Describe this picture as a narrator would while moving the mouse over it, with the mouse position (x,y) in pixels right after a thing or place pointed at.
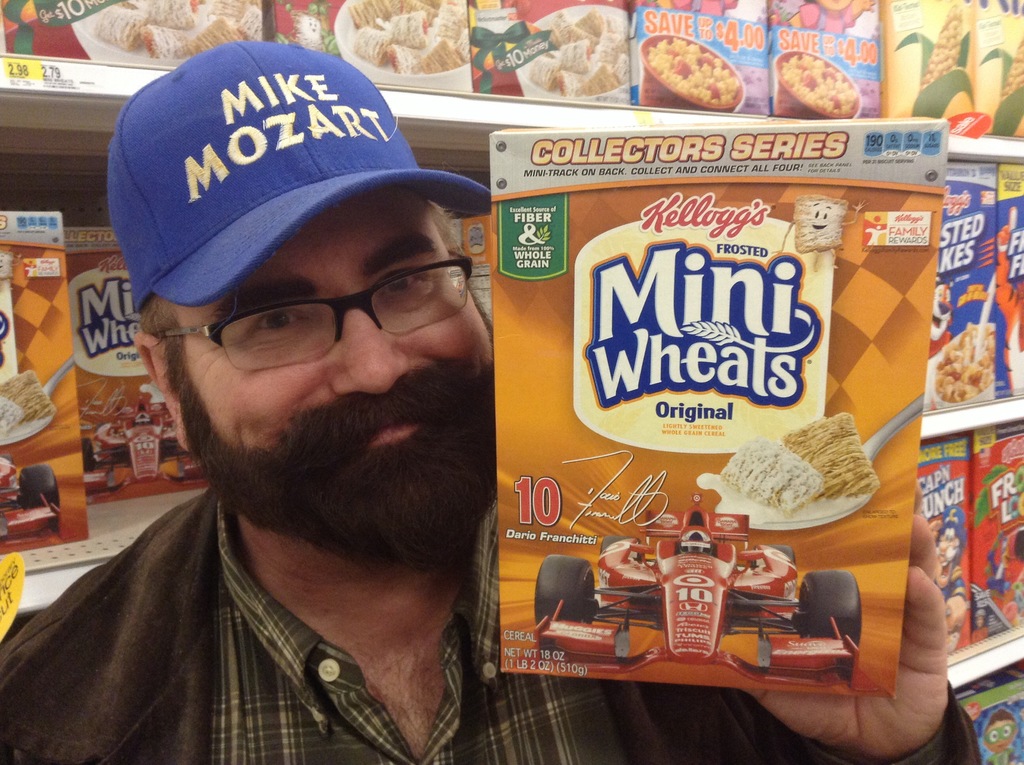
In this picture we can see a man (178,315) wore a cap (321,157), spectacles (407,319), holding a box (791,544) with his hand (910,614) and smiling. In the background (151,490) we can see boxes (159,476) on shelves (105,519).
